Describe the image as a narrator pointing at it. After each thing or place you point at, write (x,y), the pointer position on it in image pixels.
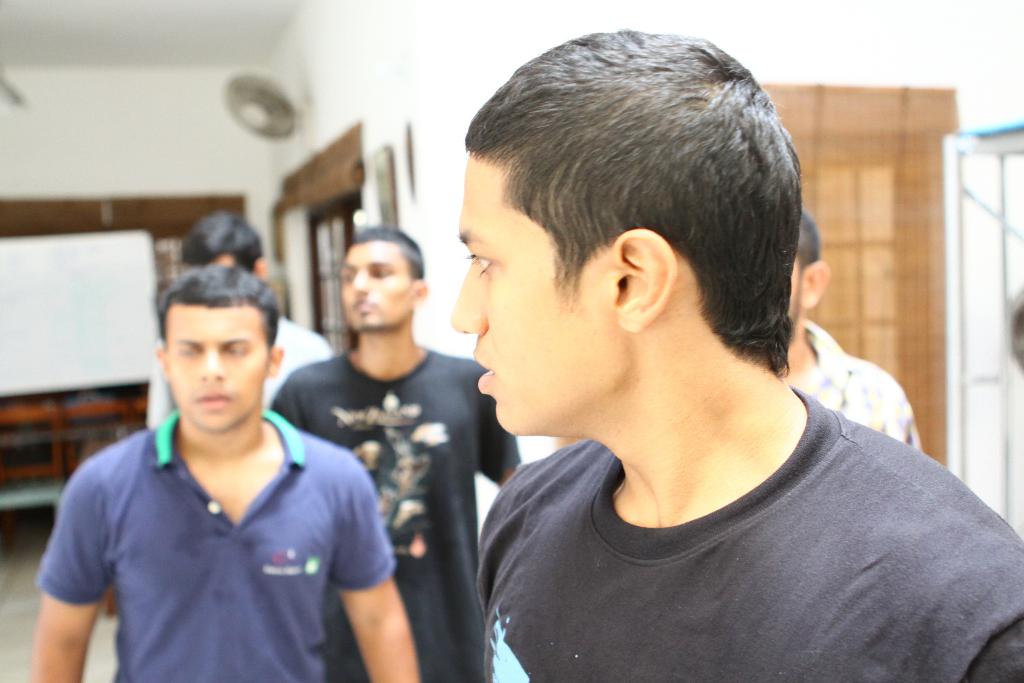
In the picture I can see a person (677,534) wearing black color T-shirt (682,576) is standing here. The background of the image (208,353) is slightly blurred, where we can see a few more people (255,466) walking on the floor (14,555), I can see the board (110,356), curtains (920,154) and a fan (268,127) is fixed to the wall (268,157).
